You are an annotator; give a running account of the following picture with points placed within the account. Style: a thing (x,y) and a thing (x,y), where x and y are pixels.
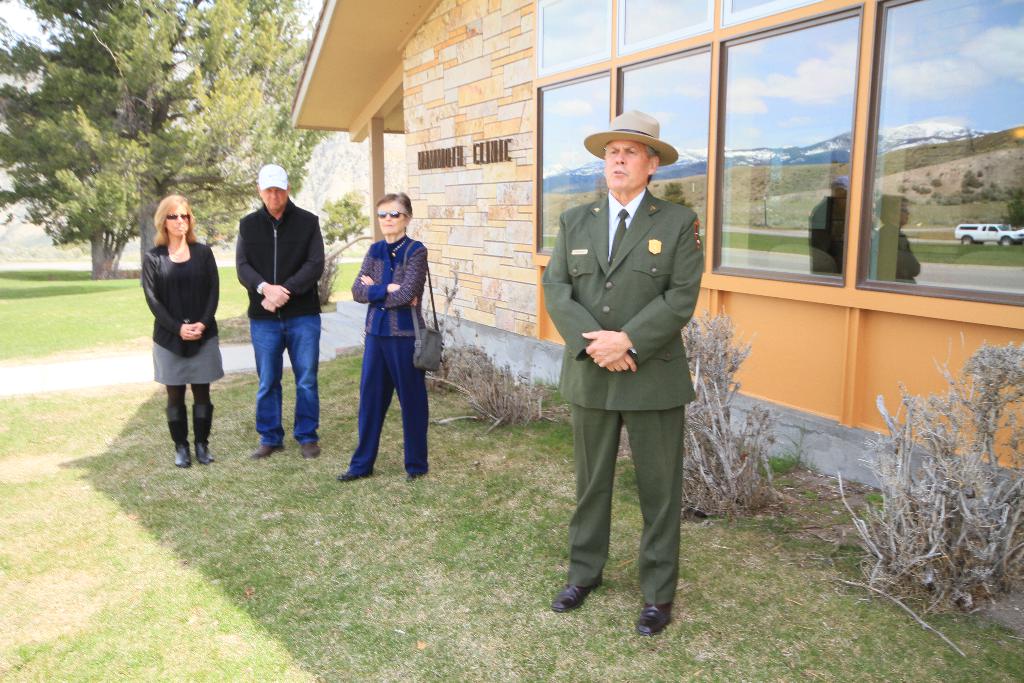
This picture describes about group of people (406,287), few people (650,199) wore caps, behind to them we can see few shrubs (899,515), a house (479,221) and trees (179,165), and also we can see a car (959,226) and few hills (840,159) in the reflection (771,163).
